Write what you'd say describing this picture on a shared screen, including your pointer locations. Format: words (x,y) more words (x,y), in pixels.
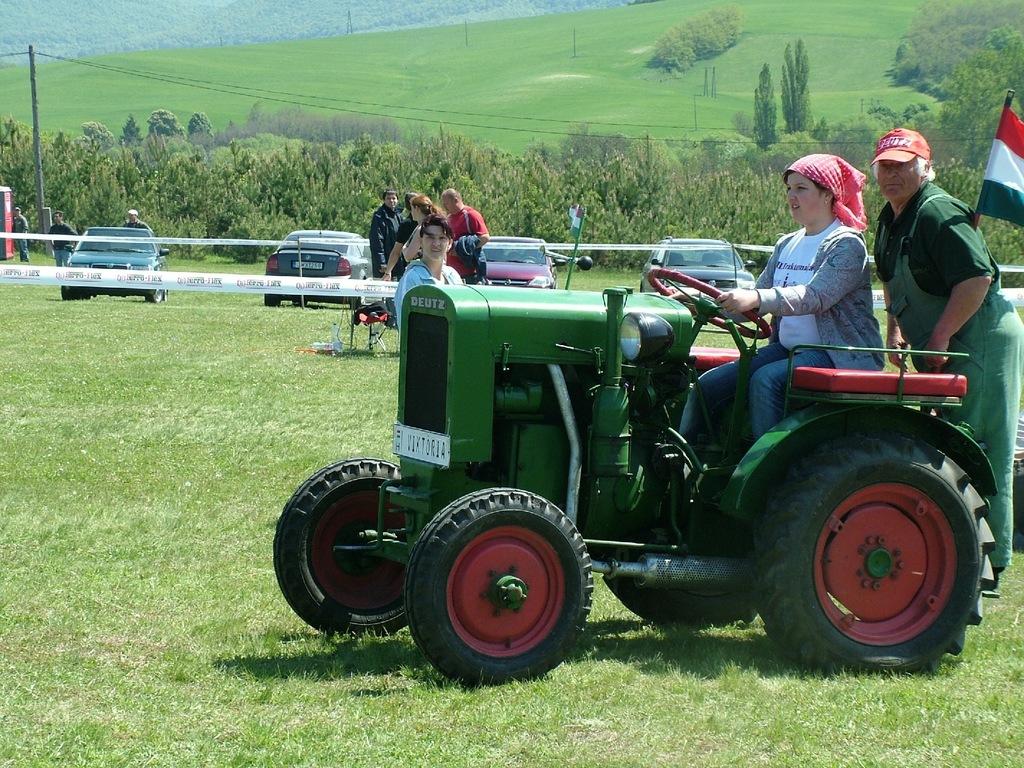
In front of the image there are people (724,372) on the tractor (664,511). Behind them there is a flag (1016,175). There is a fence (343,244). There are cars (549,268), flag (573,230) and a few other objects (6,253). There are people (433,262) standing. There are poles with cables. In the background of the image (282,208) there are trees (1016,7). At the bottom of the image (123,589) there is grass (157,517) on the surface (165,468).
